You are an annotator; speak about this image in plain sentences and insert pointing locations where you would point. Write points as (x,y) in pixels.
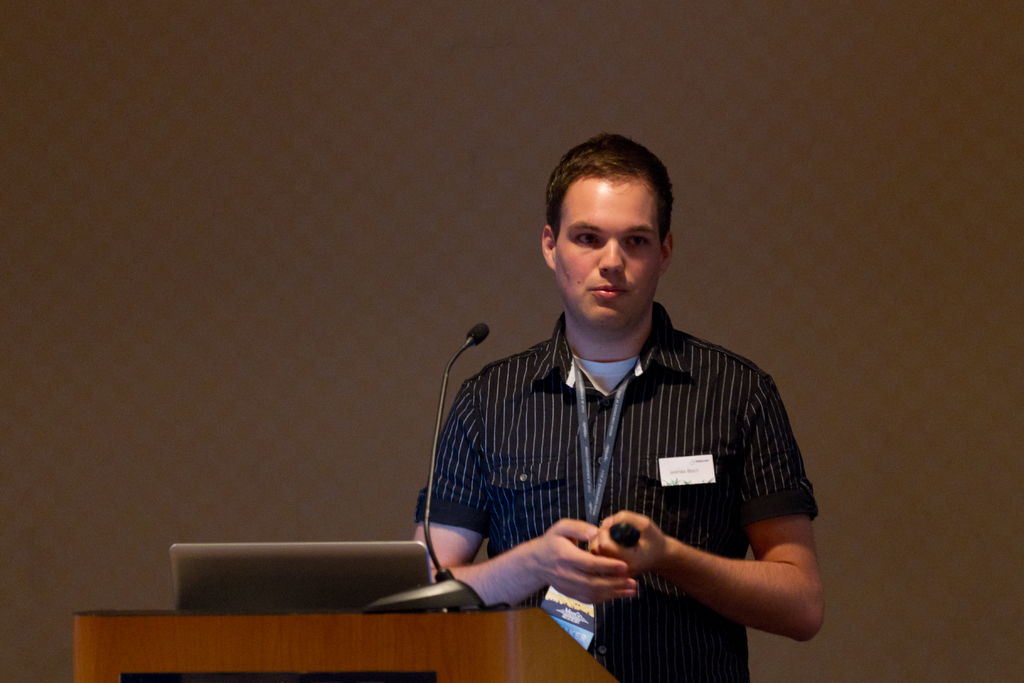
In the center of the image (620,451) we can see one person (593,509) is standing and he is holding some object (622,546). In front of him, there is a wooden stand (270,654). On the stand (370,649), we can see a microphone (449,576) and some object (366,562). In the background (272,535), we can see it is blurred.
